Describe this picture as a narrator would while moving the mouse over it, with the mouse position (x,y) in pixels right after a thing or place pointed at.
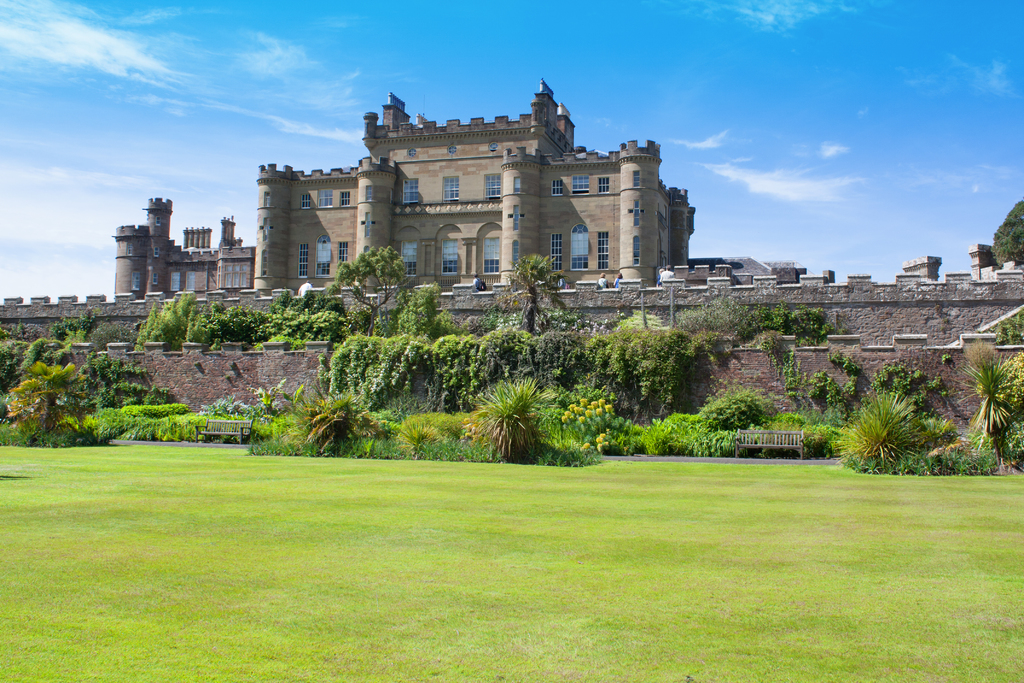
In this image, I can see a castle (467,212) with windows (577,240) and pillars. There are plants (406,354), trees (370,318), wooden benches (220,423), compound wall (496,292) and I can see some persons (619,281). At the bottom of the image (262,618), I can see the grass (671,625). In the background (844,208), there is the sky (191,91).
